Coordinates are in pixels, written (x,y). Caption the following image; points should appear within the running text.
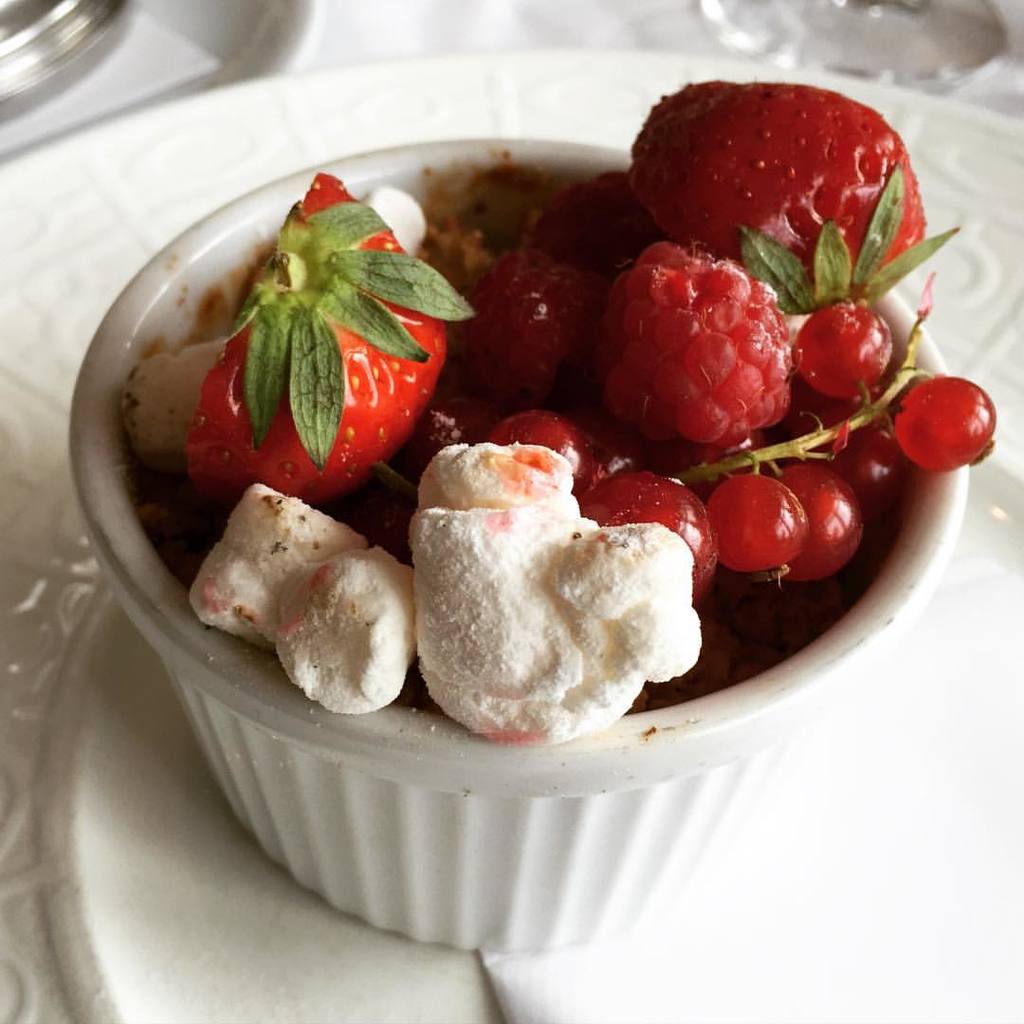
In this picture there is a food (409,413) in the bowl (425,748). There are plates (189,169) there is a glass (931,34), bowl (414,801) and tissue (881,739) on the table (496,19) and the table (436,37) is covered with white color cloth (480,21).
